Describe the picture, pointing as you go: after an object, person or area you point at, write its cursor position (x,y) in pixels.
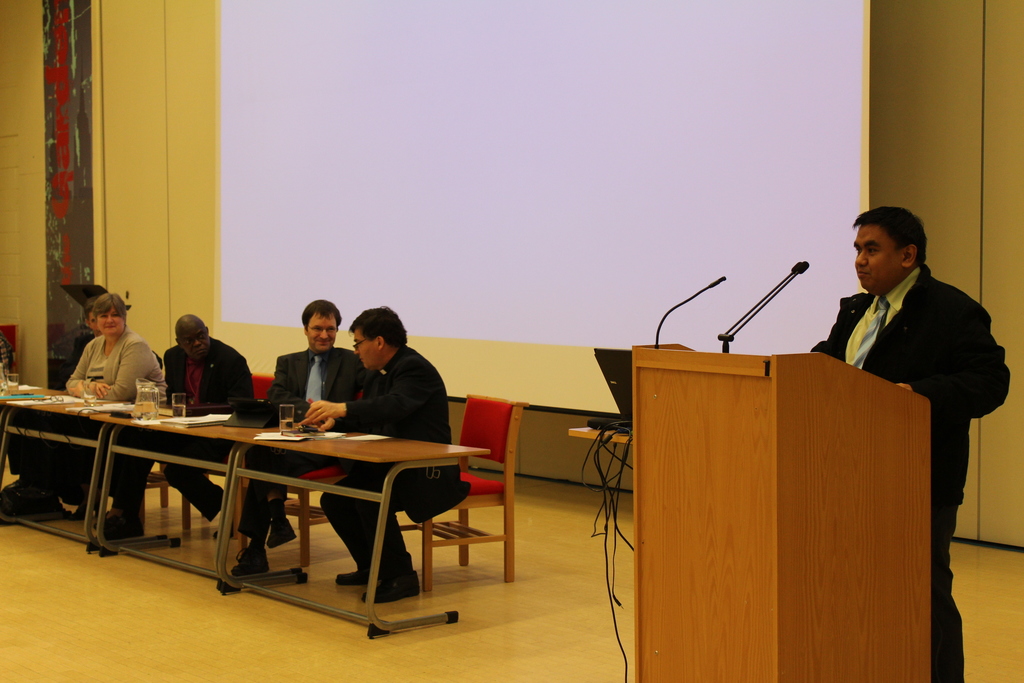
In this picture I can see few people (177,467) seated on the chairs (506,438) and I can see papers (175,420), glasses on the table (231,438) and I can see a man (889,371) standing at a podium (812,436) and speaking with the help of microphones (731,339) and I can see a projector screen (559,242) in the back (622,177) and it looks like a monitor (627,402) on the table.
